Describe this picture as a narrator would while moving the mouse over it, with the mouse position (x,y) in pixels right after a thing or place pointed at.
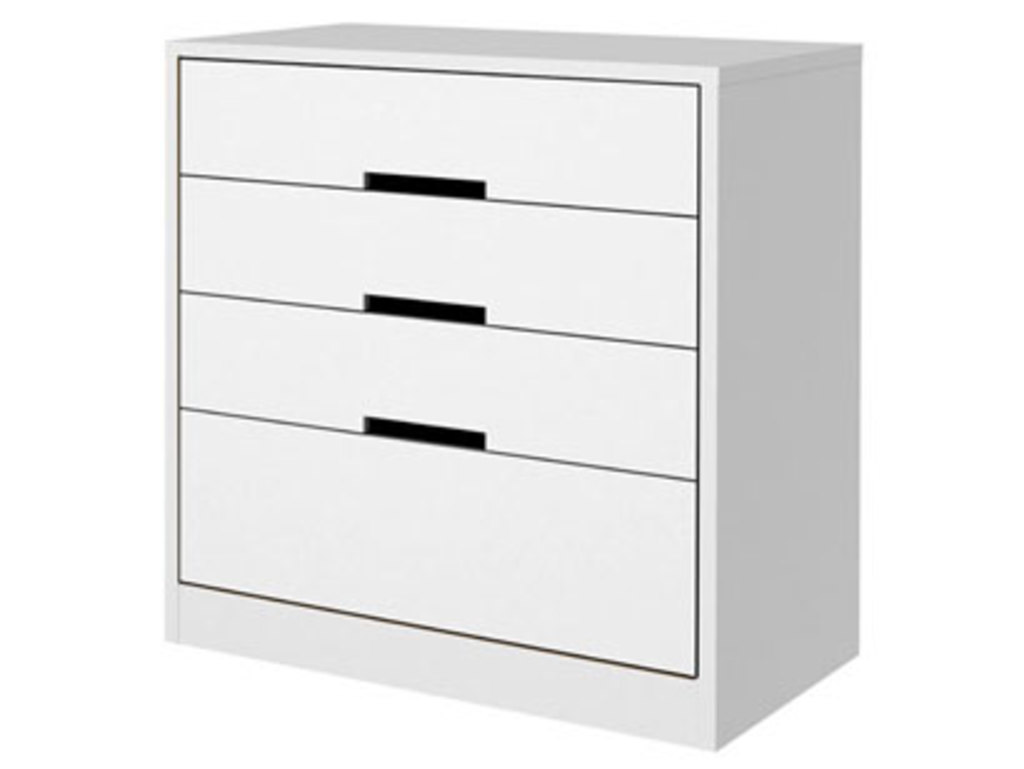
We can see chest of drawers (333,223). In the background (44,42) it is white.
